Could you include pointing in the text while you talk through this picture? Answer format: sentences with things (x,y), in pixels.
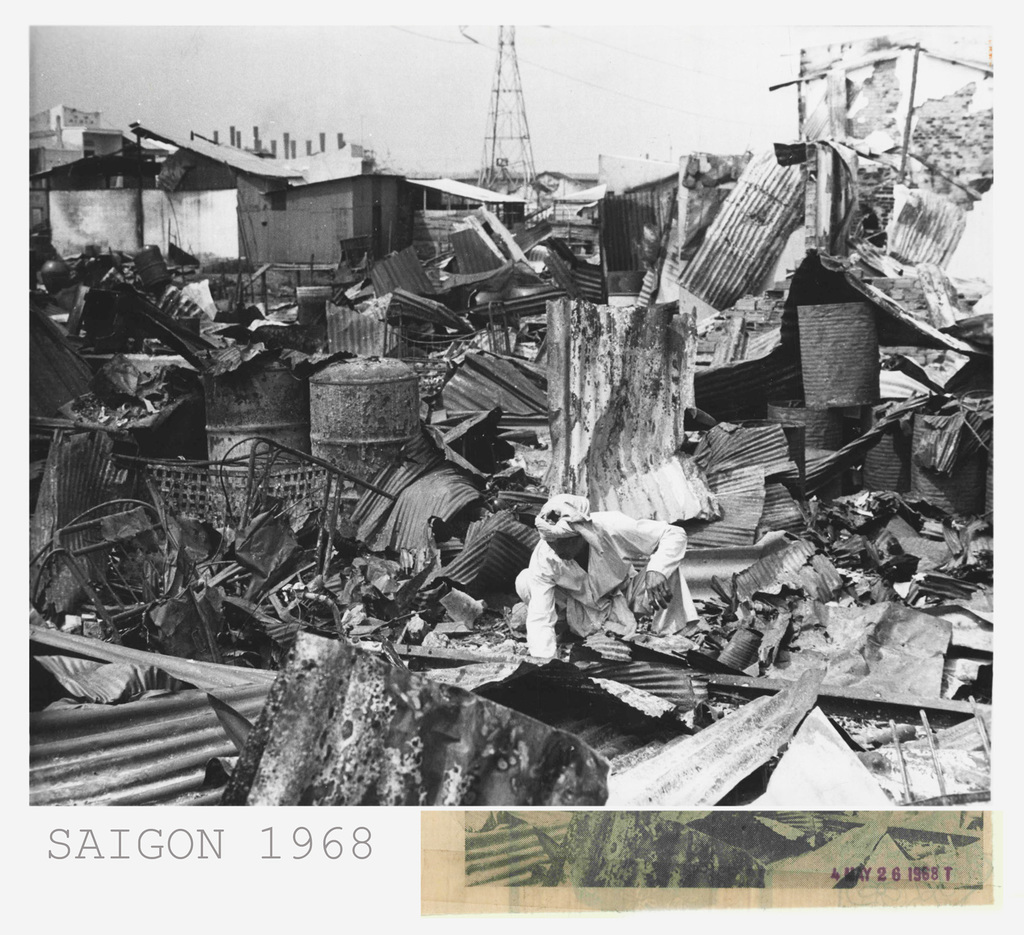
This is a poster. In this image there is a person (614,596) sitting and holding the object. At the back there are buildings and there is a tower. In the foreground (750,717) there are objects (771,651). At the top (371,84) there is sky (328,77) and there are wires (621,46). At the bottom left (327,855) there is a text (58,830) and there is a number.
